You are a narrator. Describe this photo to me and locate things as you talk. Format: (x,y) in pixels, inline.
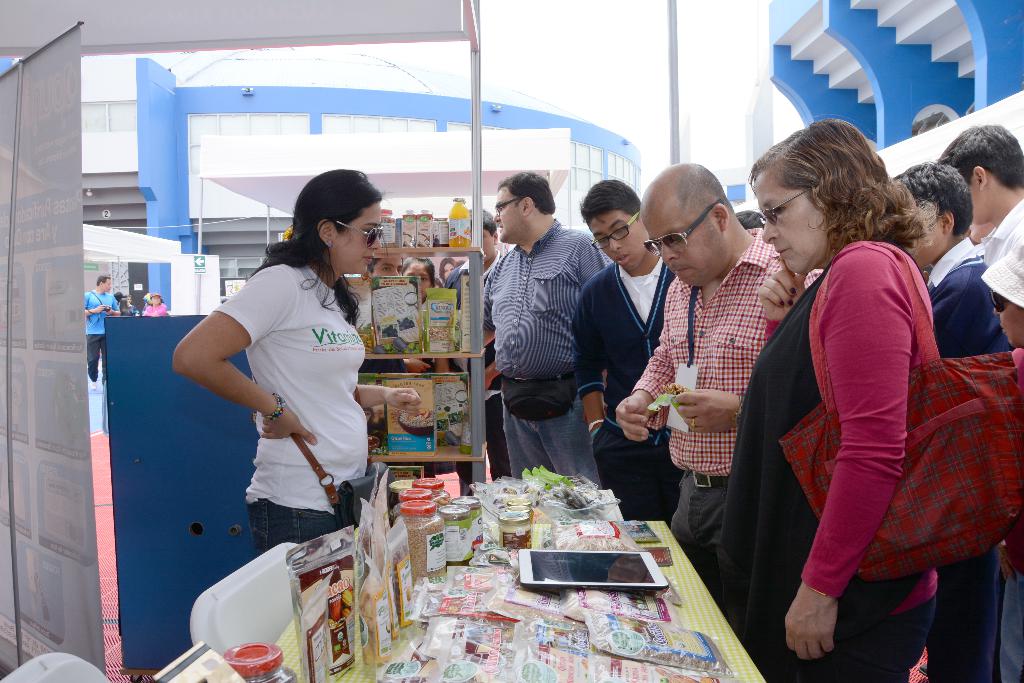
In this picture there is a table (550,544) in the center of the image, on which there is a tablet (619,560) and grocery items (455,520) and there is a lady (297,310) and a poster (80,498) on the left side of the image (303,295), there is a rack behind the lady (264,453), there are other people (511,344) in front of the table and there are buildings (99,173) in the background area of the image (150,179).
